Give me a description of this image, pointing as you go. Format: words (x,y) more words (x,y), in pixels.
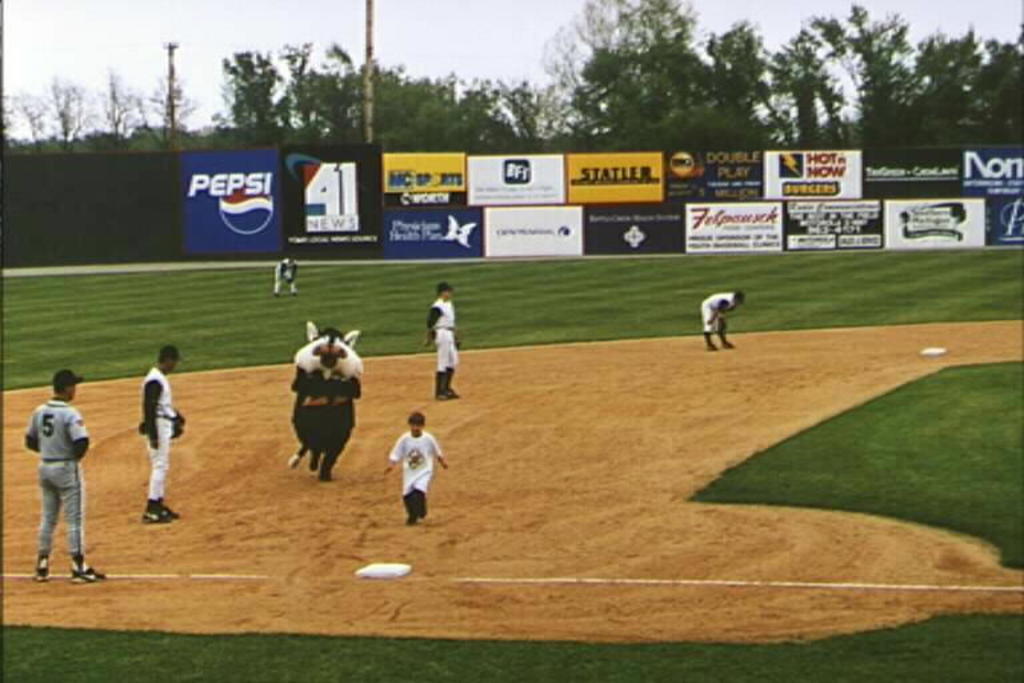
In this image we can see a group of people (412,492) standing on the ground (462,443). In that a man (319,389) is wearing a costume (339,382). On the backside (632,249) we can see some boards (590,217) with some text (447,199) on it, a group of trees (588,132), poles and the sky (456,44) which looks cloudy.
